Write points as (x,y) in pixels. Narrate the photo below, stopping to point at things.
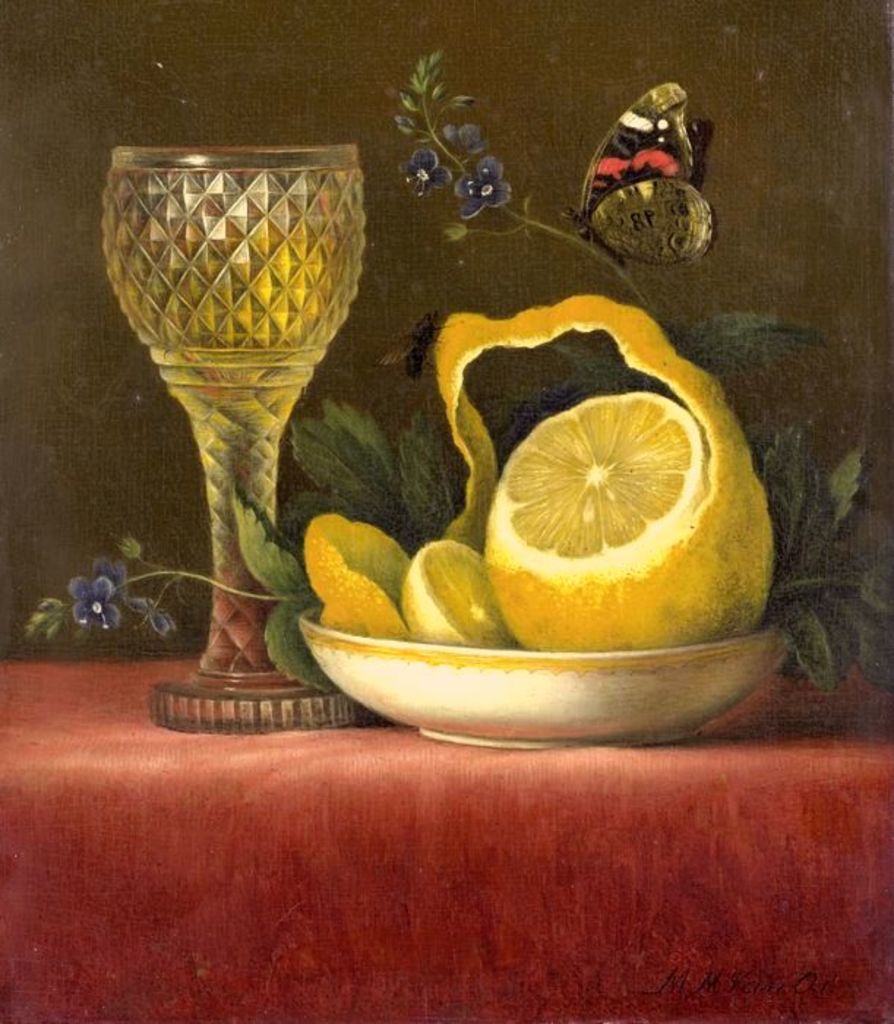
In this image I can see few fruits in the bowl (716,691) and the bowl (716,691) is in white color. I can also see a glass (281,236) on the red color surface (153,802), background (654,195) I can see a butterfly (666,198) in brown color, flowers (488,187) in purple color and I can see brown color background (762,132).
